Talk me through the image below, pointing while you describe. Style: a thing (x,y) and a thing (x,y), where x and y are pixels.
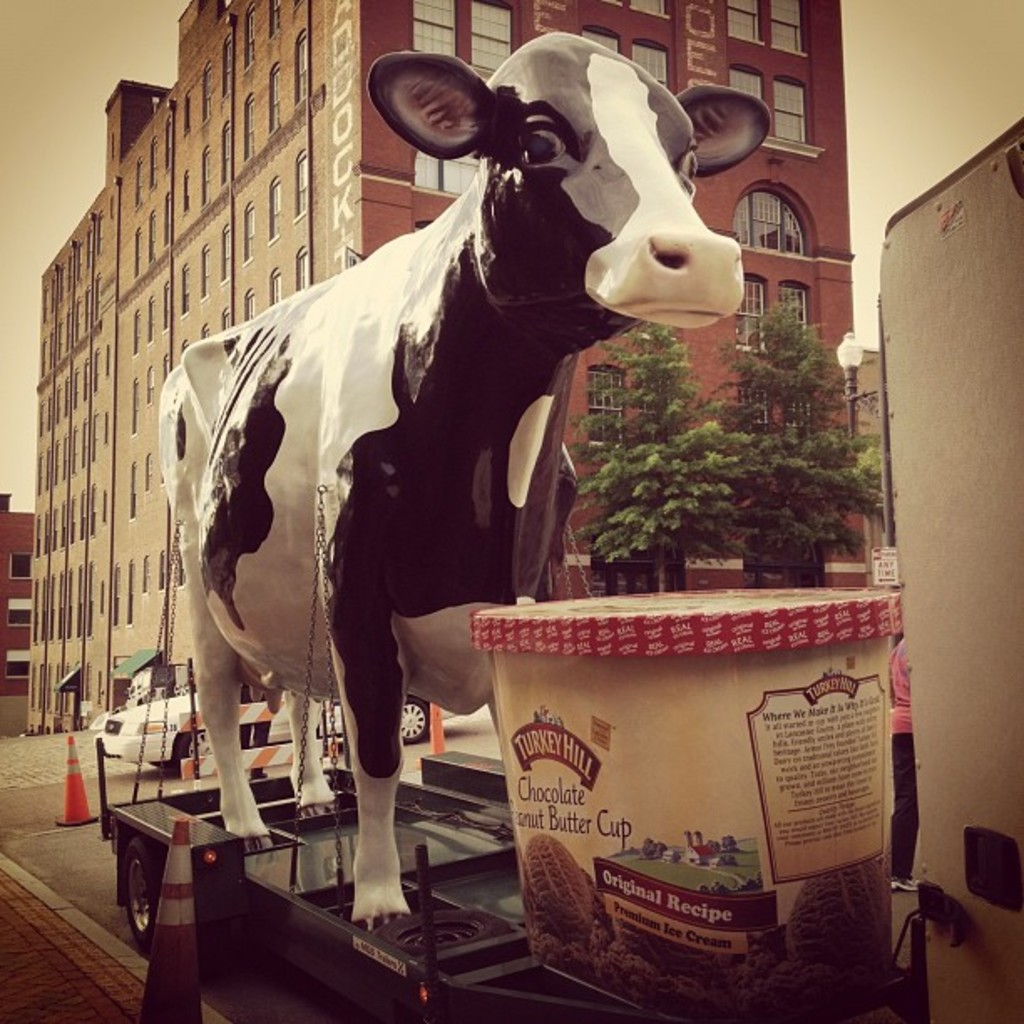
This image is taken outdoors. At the bottom of the image (1,833) there is a road (46,820) and a truck (324,906) is parked on the road (6,846). In the middle of the image (678,646) there is a toy cow (467,607) and a cup (616,701) on the truck (335,851). In the background (57,327) there are a few buildings (143,555) with walls (145,479), windows (206,77), doors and roofs (161,93). There are a few trees (672,509) and a car (169,735) is parked on the road (60,736). At the top of the image (68,110) there is a sky (81,103).
